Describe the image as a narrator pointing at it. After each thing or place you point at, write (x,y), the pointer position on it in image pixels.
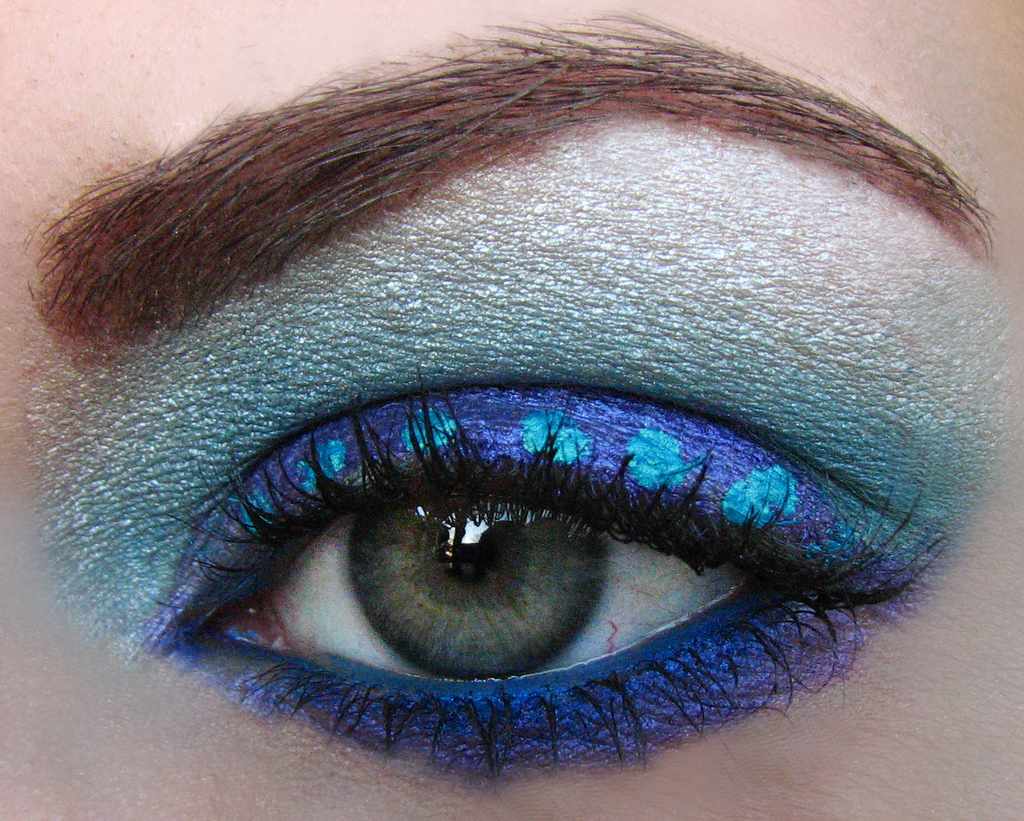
In the image there is an eye (343,513), it is beautifully shaded with blue color around the eye (190,646).
